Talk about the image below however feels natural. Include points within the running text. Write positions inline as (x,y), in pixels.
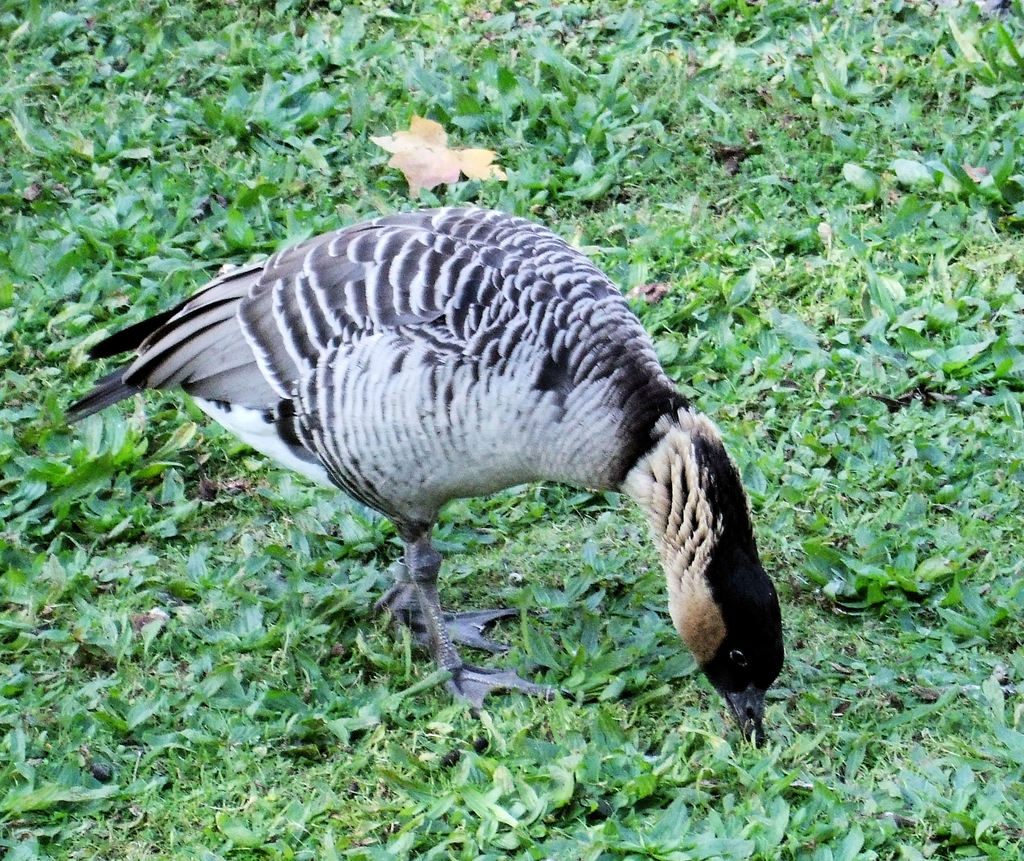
Here we can see a bird (491,486) eating leaves (731,719) and we can see plants (780,422).
